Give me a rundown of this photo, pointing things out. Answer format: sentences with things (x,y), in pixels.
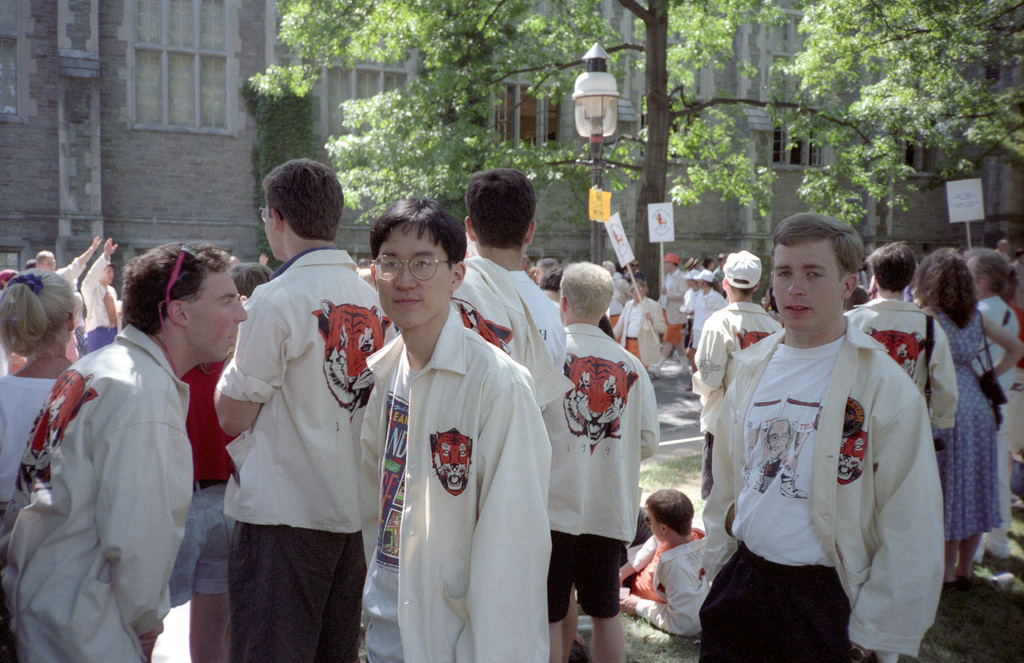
In this image I can see number of people (515,328) are standing and I can see most of them are wearing white colour jackets (461,318). In the background (841,119) I can see few trees (443,193), few boards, a light (596,144), a building (261,7), number of windows (512,94) and on these boards (610,231) I can see something is written. In the front (485,340) I can see a man (425,284) is wearing specs (380,266).
